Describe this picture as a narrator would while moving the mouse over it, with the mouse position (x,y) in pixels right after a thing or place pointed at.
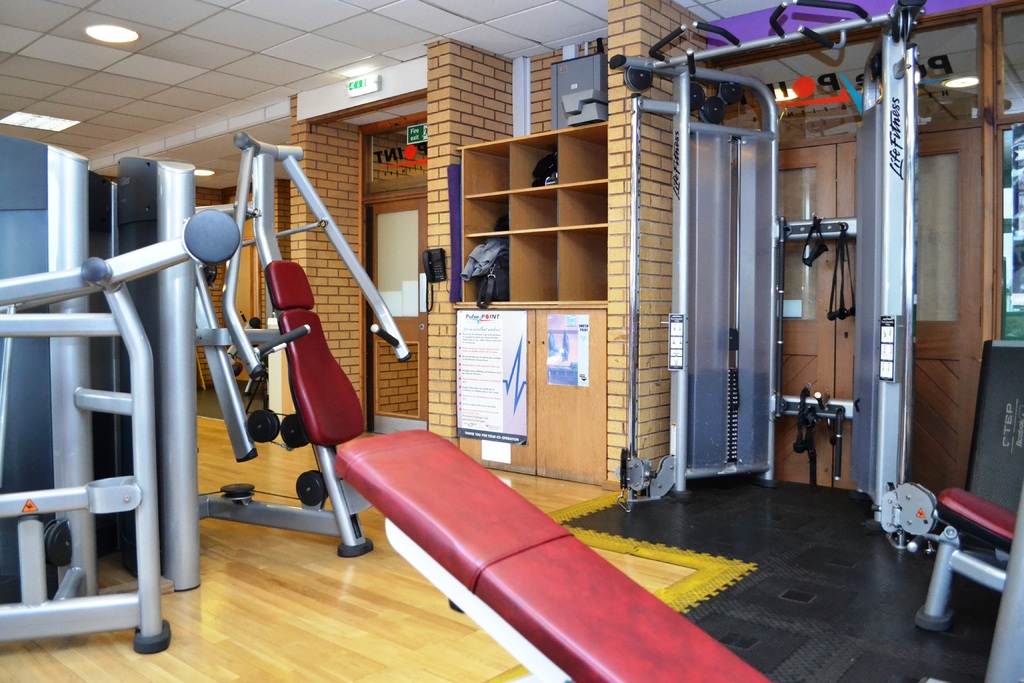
This is an inside view of a room (645,408). Here I can see the gym equipment (493,483). In the background (828,307) there are few doors (380,221) to the wall (330,152). In the middle of the image (581,271) there is a rack (548,215) in which few objects (494,254) are placed and there are few posters (501,374) attached to a cupboard (551,393). At the top of the image (5,121) there are few lights (19,122) attached to the ceiling (247,52).
